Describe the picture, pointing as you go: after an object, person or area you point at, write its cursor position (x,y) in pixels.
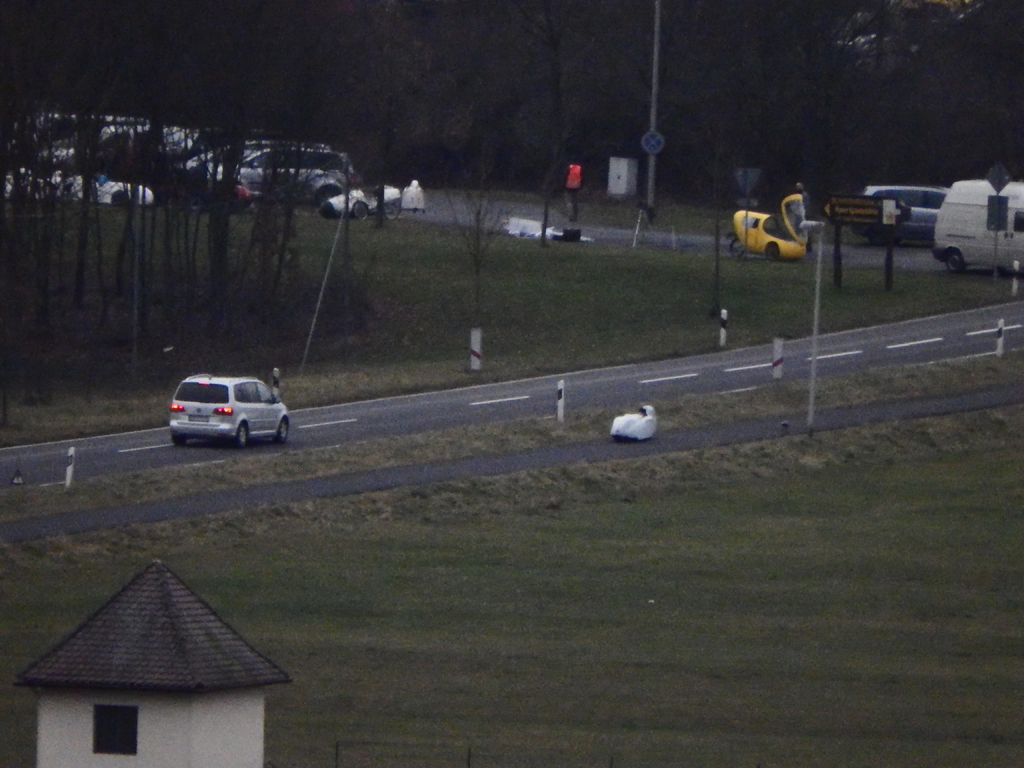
In this image there is a field (545,579) and a road (722,362), on that road (510,399) there are vehicles (405,198), in the background (376,123) there are trees (504,91), in the bottom left (180,614) there is a small house (159,716).
